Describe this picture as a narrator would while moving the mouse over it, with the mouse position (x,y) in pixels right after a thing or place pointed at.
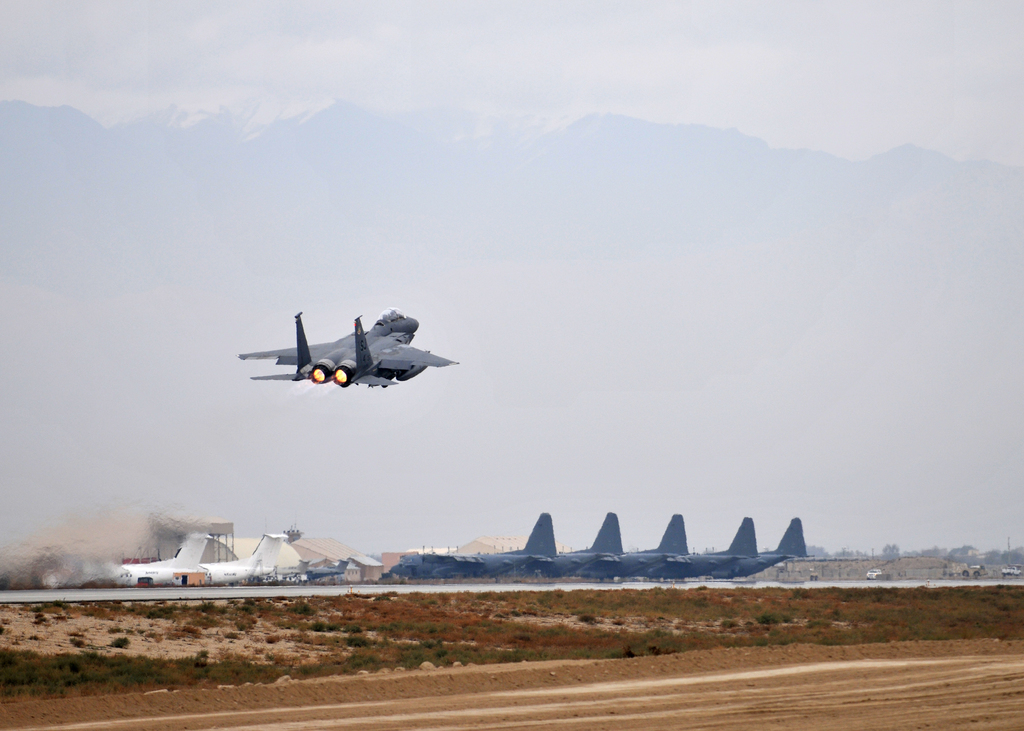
In this image we can see a jet plane (315,365) in the sky (496,410). The sky (572,385) looks cloudy. On the bottom of the image (629,641) we can see some airplanes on the ground (734,641), some houses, trees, vehicles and some plants (913,617).
